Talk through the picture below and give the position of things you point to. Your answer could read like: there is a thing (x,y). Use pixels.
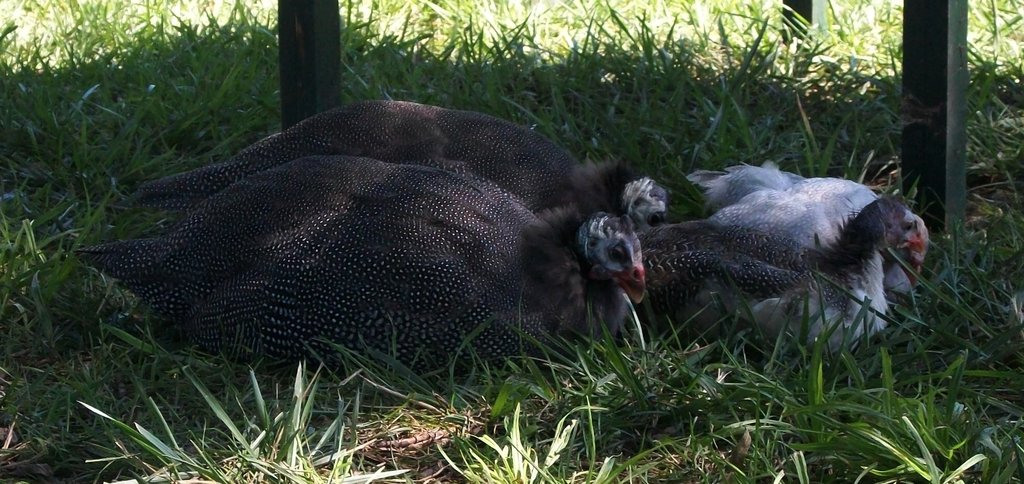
In this image I can see few guinea fowls (313,263) on the ground (480,411). Around these I can see the grass (389,398) and there are few wooden sticks (314,52).
